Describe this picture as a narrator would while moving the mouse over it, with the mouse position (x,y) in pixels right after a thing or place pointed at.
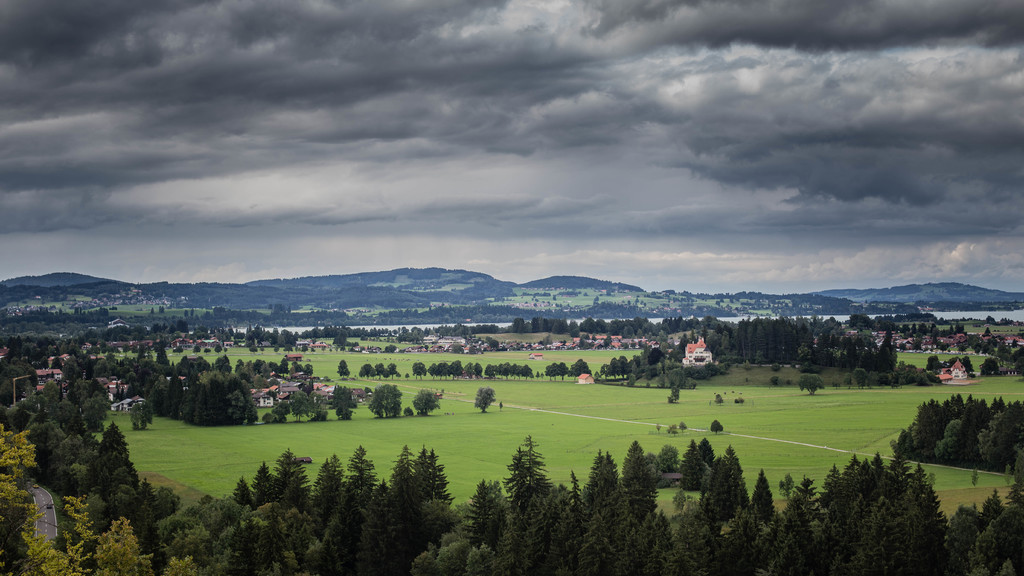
In this image we can see there are some trees (419,463), houses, grass (619,444), water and mountains (439,270), in the background (594,217) we can see the sky (671,176) with clouds (669,180).
